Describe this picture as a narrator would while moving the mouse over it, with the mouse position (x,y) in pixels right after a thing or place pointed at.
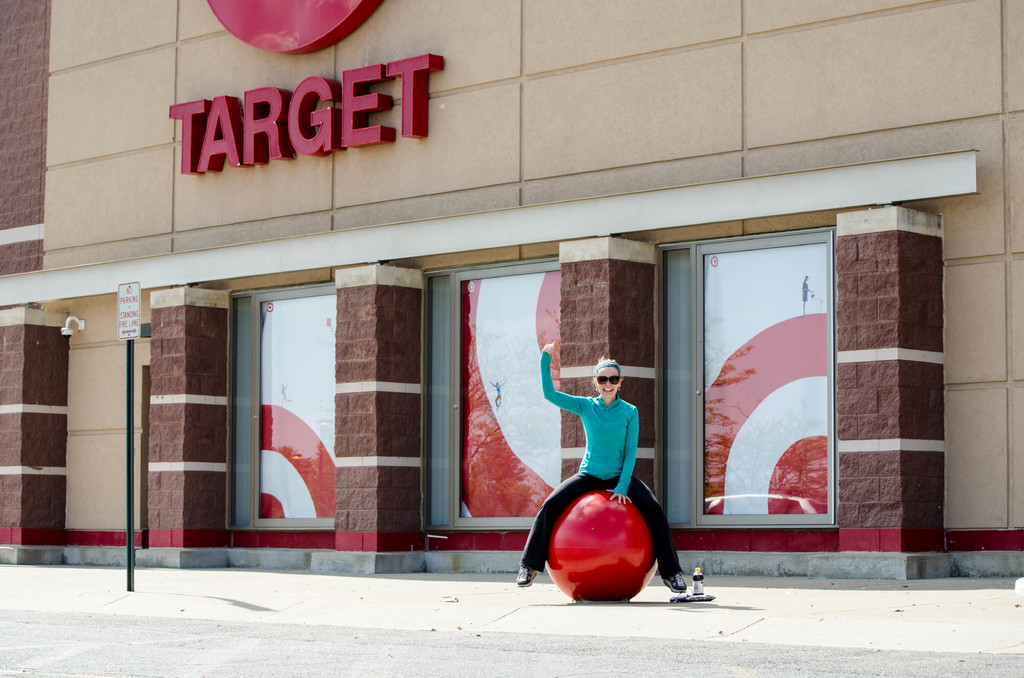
In the center of the image (607,409) we can see a woman (549,532) sitting on a ball (604,535). On the backside (664,359) see a building (489,506) with windows (240,425), a camera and a signboard (283,157). We can also see a pole (129,518) with a board (134,327) and a bottle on the ground (521,633).
